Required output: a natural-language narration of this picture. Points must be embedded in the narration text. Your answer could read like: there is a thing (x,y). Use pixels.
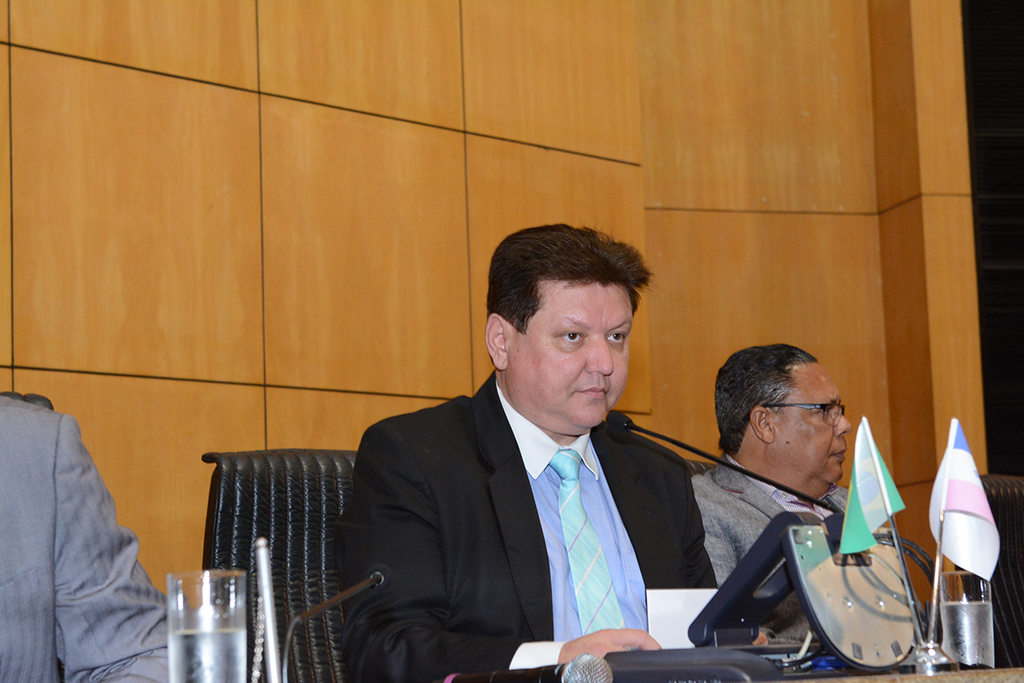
In this image we can see three persons (669,532) wearing a coat (637,546) and tie (588,581) are sitting in front of a table (903,679). One person (664,479) is wearing a black coat (440,552). On the table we can see a group of microphones (602,663), flags (963,525), glasses (220,639) is placed. One person (787,439) wearing grey coat (746,503) and spectacles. In the background (889,272), we can see the wall (402,197).
